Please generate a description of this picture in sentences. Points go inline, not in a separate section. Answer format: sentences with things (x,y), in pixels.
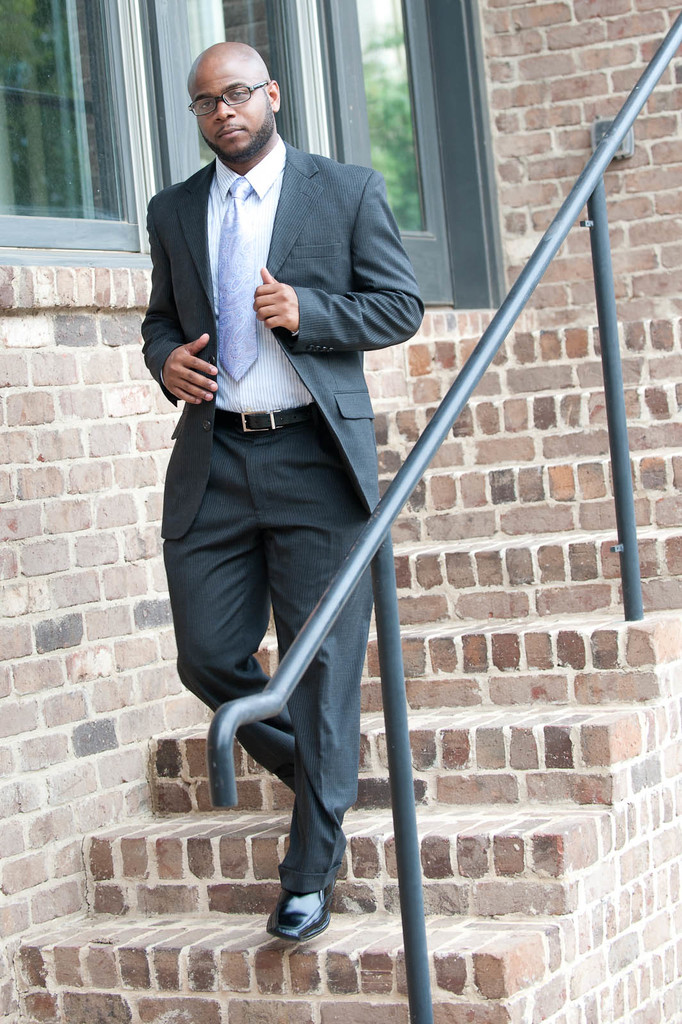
In this picture I can see a man (296,472) in front (314,432), who is wearing formal dress (242,370) and I see that he is on the steps (445,781) and I see the railing (263,695) beside him. In the background (53,654) I see the wall (29,702) and I see the windows (140,187).
